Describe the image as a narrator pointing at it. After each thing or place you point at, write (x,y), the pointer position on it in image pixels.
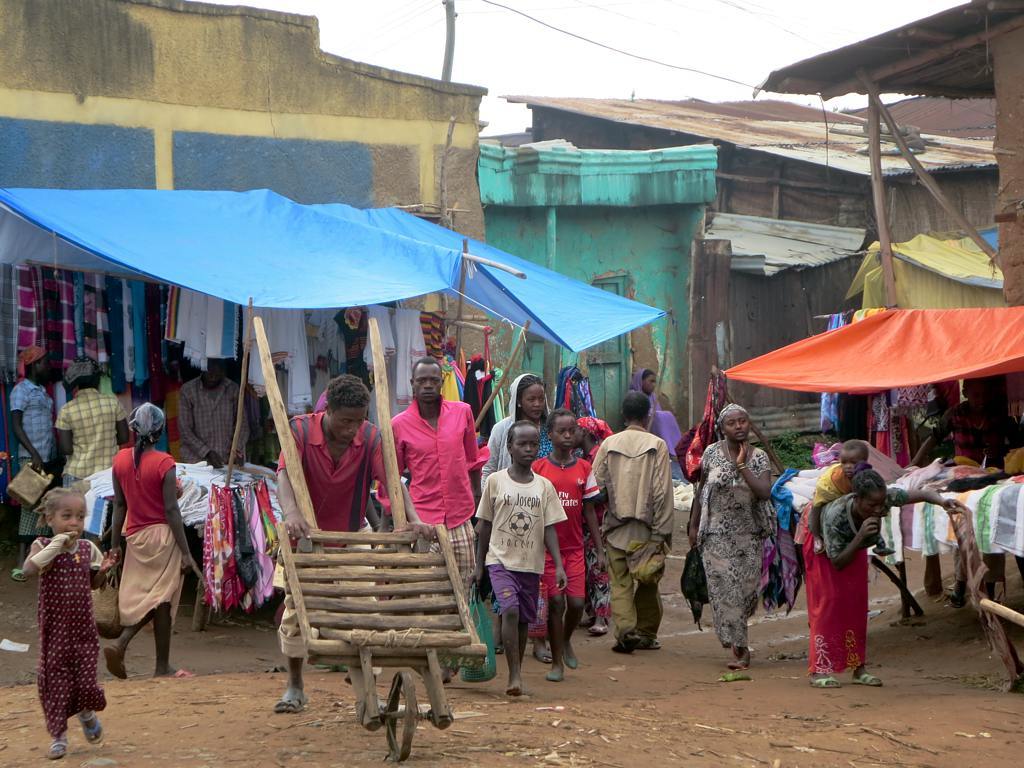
This picture describes about group of people (492,506), few are standing and few are walking, in the background (365,281) we can see few tents (402,293), houses (727,120) and cables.
